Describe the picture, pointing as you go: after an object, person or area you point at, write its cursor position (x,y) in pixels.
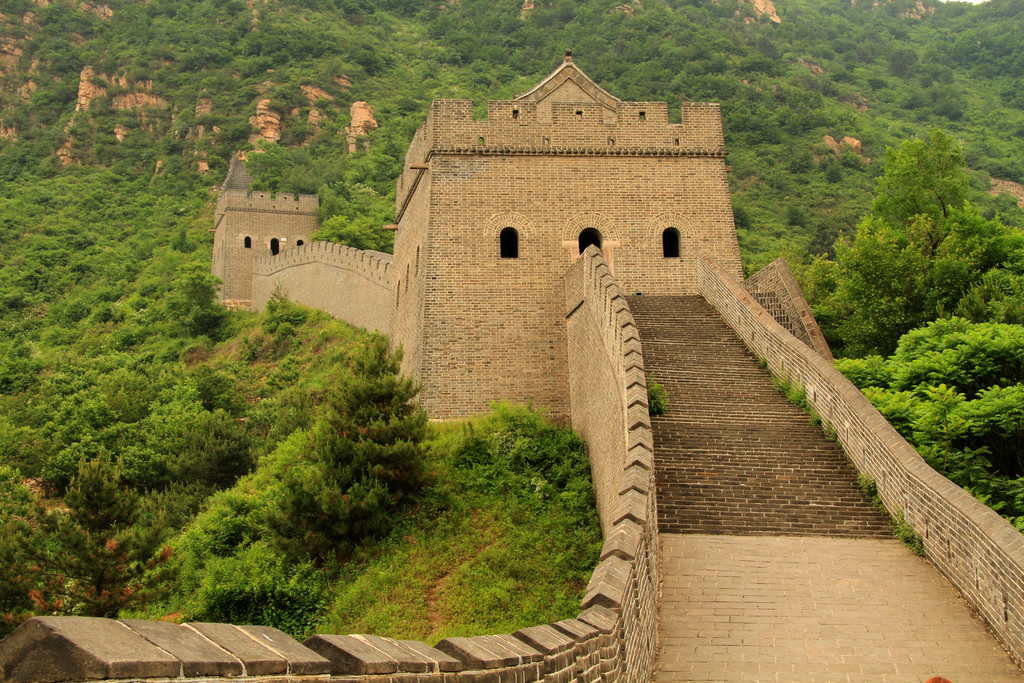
In this image we can see a monument (424,373) and trees (950,294).
